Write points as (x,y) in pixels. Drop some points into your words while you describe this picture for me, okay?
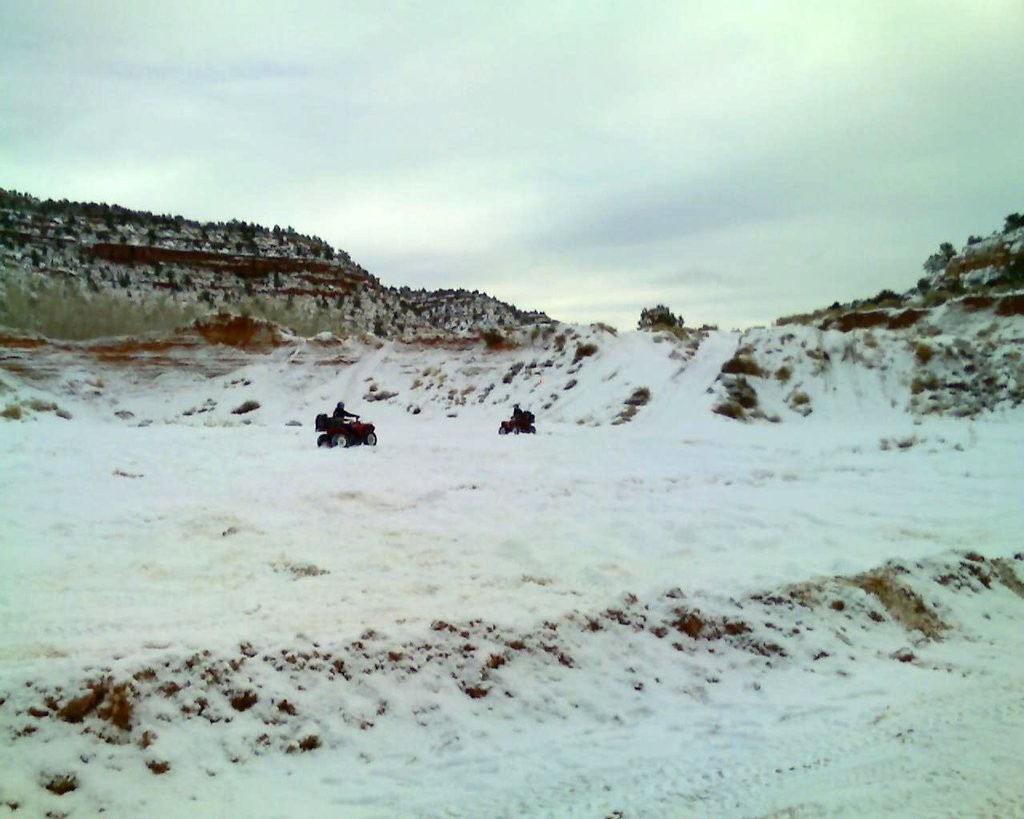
In the given image i can see a person's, vehicles (526,431), snow (397,541), mountains (30,263), grass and sky (517,135).
